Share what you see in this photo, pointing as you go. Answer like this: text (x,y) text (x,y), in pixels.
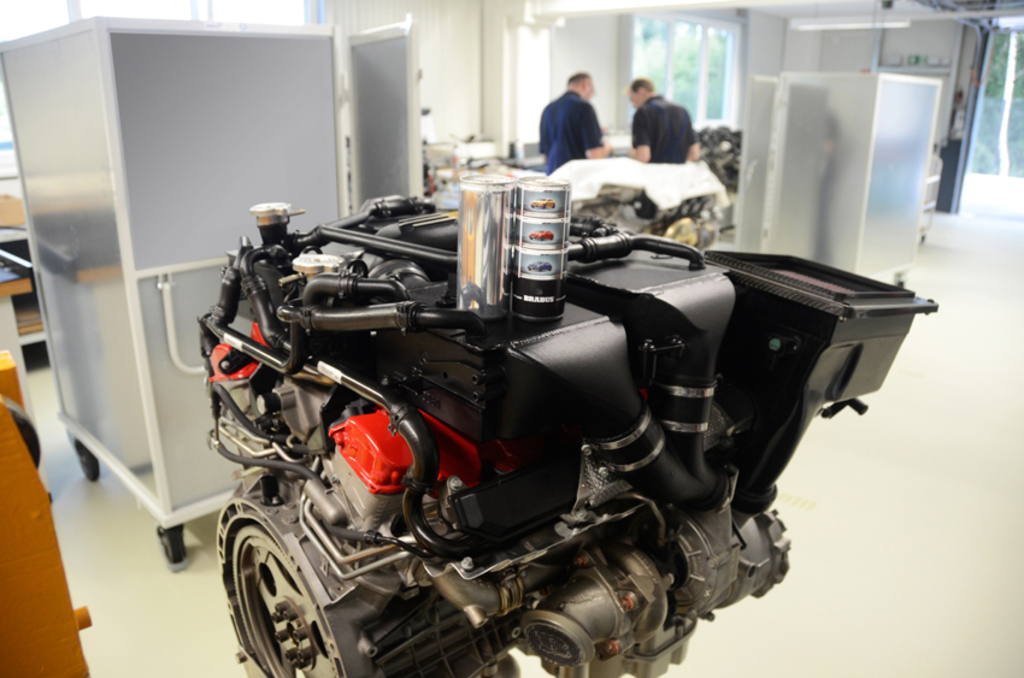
In this image we can see two persons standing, there are some electrical machines (590,282) and in the background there are some trees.
